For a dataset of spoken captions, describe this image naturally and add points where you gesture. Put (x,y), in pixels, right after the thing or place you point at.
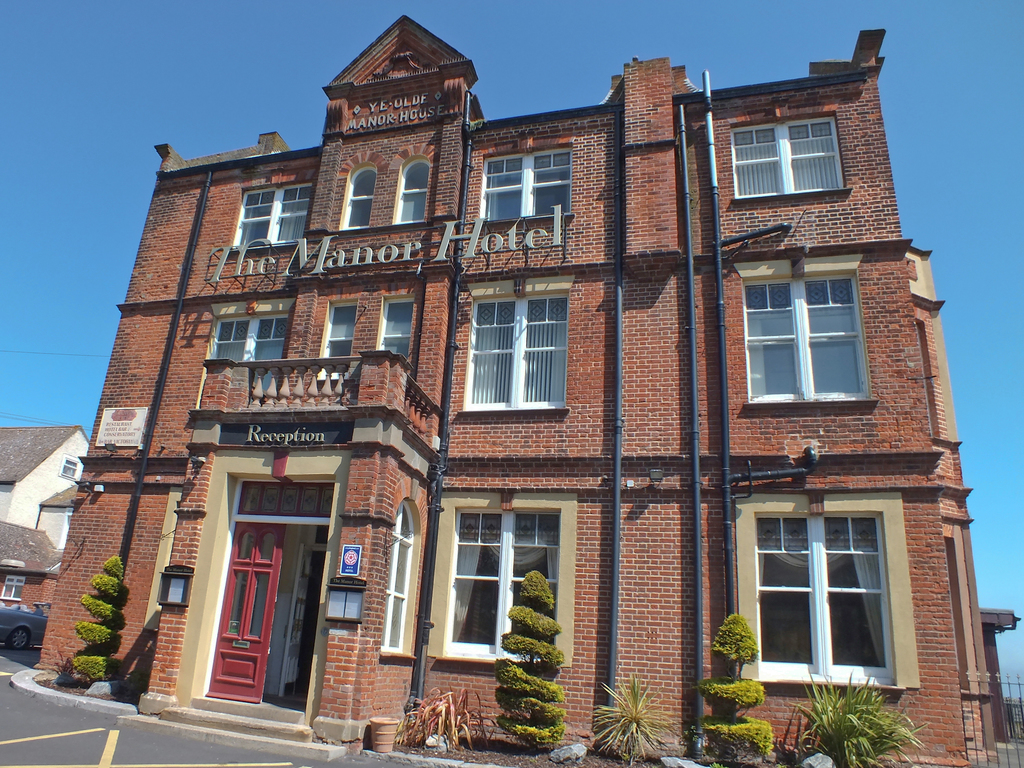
In this picture we can see buildings (392,356), pipes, windows (397,597), door (279,580), boards (342,551), wall (679,605), bushes (706,687), fencing (1022,699), car (43,615), pot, stones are there. At the bottom of the image (3,723) there is a road (3,726). At the top of the image (85,81) there is a sky (142,126).
